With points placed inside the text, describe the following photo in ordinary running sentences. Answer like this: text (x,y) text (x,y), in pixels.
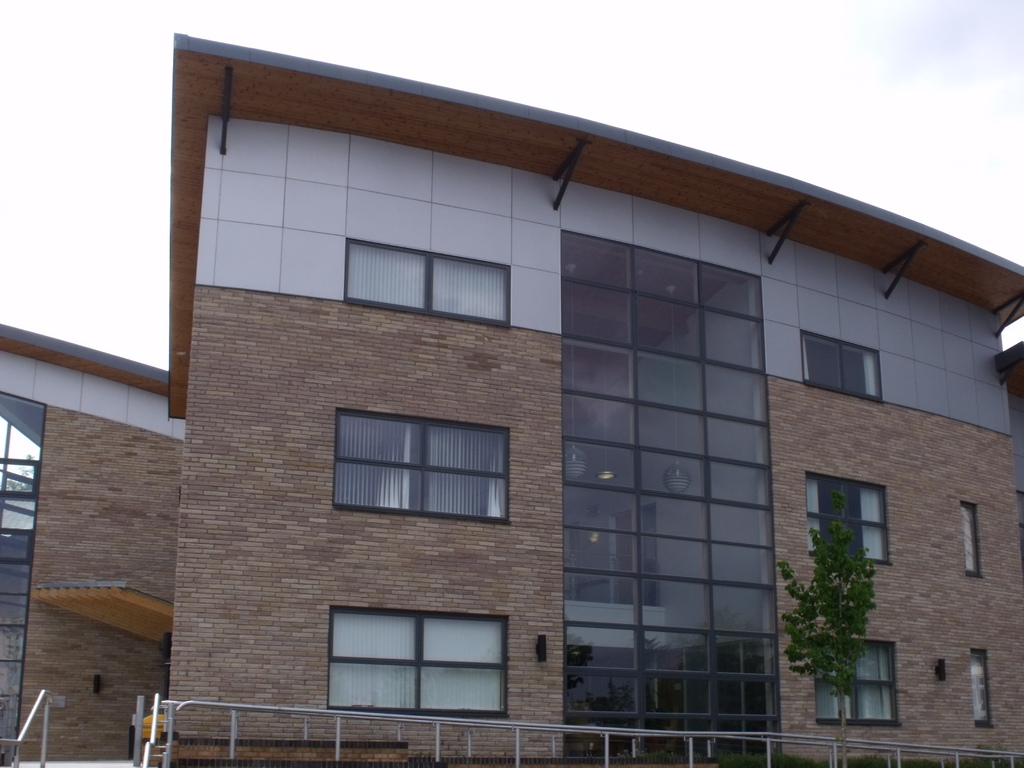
In this picture I can see there is a building (450,652) and it has glass windows (769,649), a plant (826,625) at right side (820,572), railing (819,743) and the sky (361,32) is clear.
